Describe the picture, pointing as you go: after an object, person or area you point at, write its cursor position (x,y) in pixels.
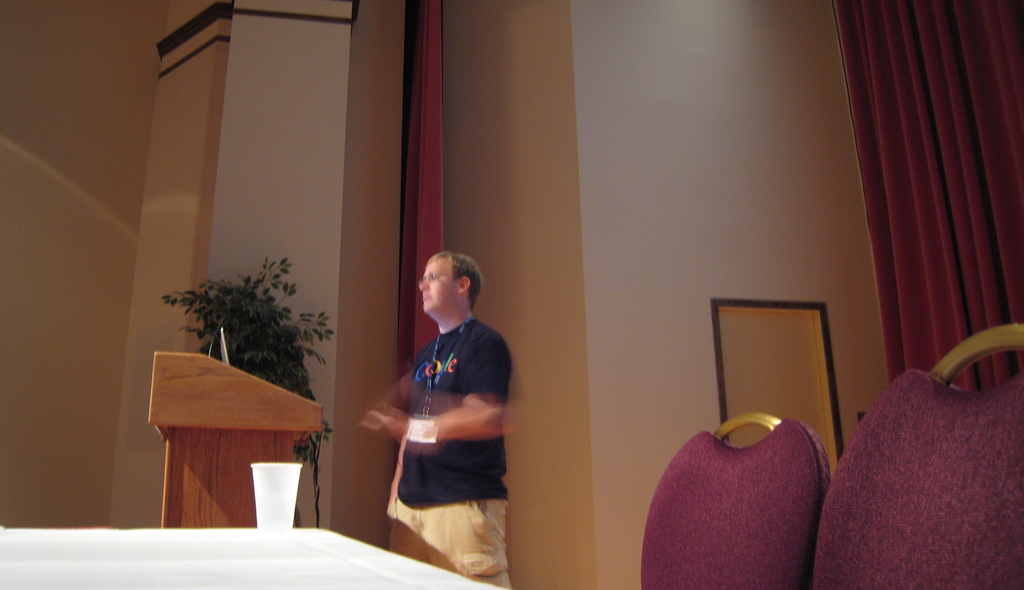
In this image I can see a person (429,301) standing facing towards the left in the center of the image (473,331). I can see a table (169,499) before him a potted plant (211,326), a pillar (214,150), a wall (74,188) and a curtain (435,129) behind the table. I can see a table (436,584) with a glass (260,513) in the left bottom corner (275,510). I can see two chairs (738,541) in the right bottom corner (918,444), a wall (793,130) and a curtain (989,142) on the right hand side of the image (992,157).
